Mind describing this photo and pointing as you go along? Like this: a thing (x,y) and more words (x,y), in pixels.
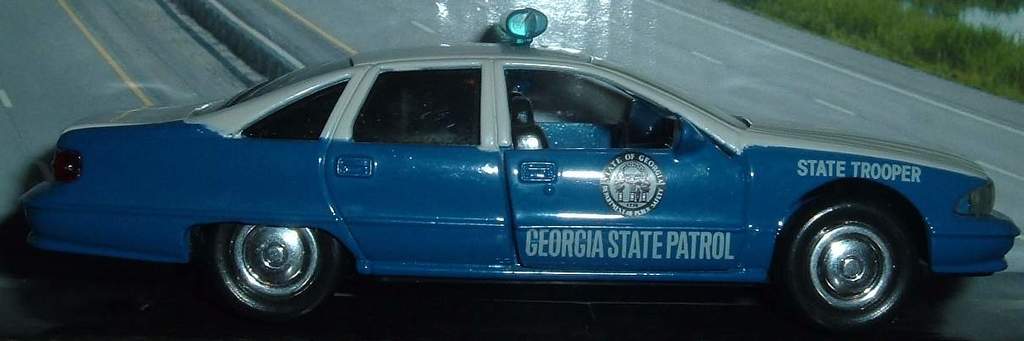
In this image, we can see a car (285,227) on the black surface (564,331). Background (662,45) we can see road (768,68) and grass (891,42).
